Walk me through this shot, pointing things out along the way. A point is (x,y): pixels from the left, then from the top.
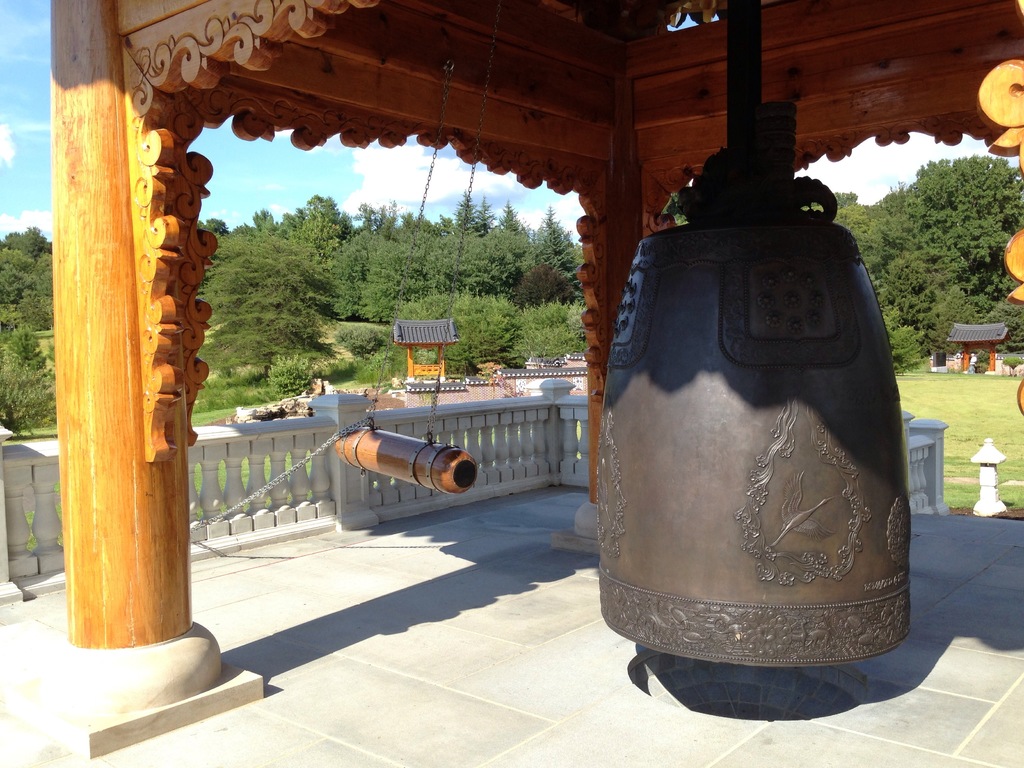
In this image, I can see the balusters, giant bell (724,499) and a log (395,454) are hanging to a wooden object (463,53). There are shelters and trees (536,262). In the background (892,160), I can see the sky (348,177).
